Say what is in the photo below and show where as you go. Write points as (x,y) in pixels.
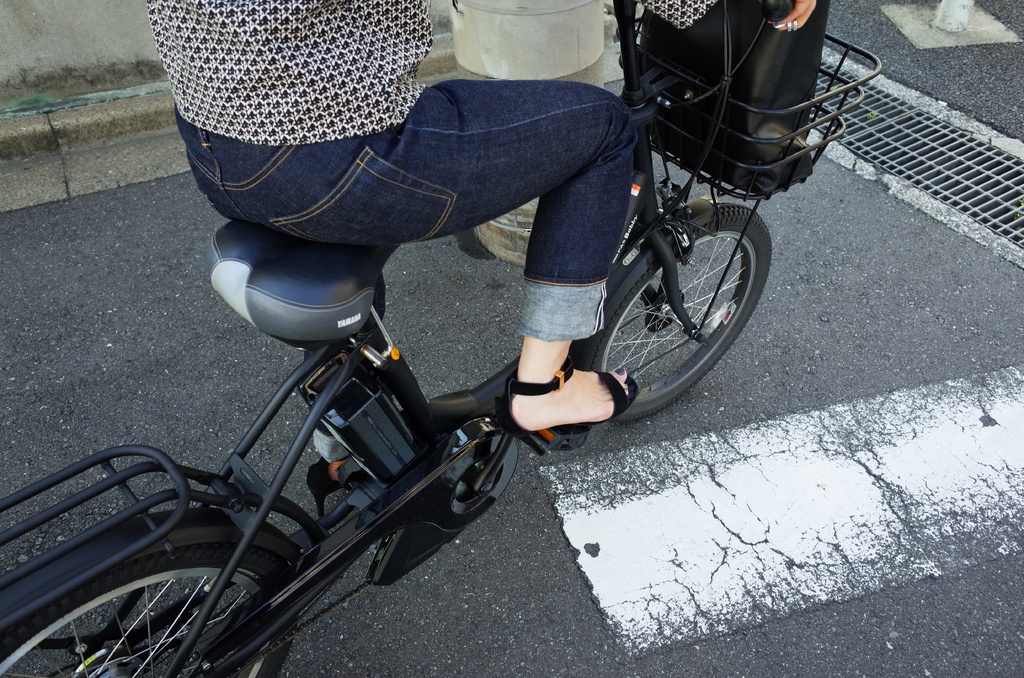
In this picture I can see a human (443,212) riding a bicycle (477,407) and I can see a bag (762,92) in the basket (751,106) and it looks like a concrete pole (509,63) in the back (487,33) and I can see wall (98,80).
